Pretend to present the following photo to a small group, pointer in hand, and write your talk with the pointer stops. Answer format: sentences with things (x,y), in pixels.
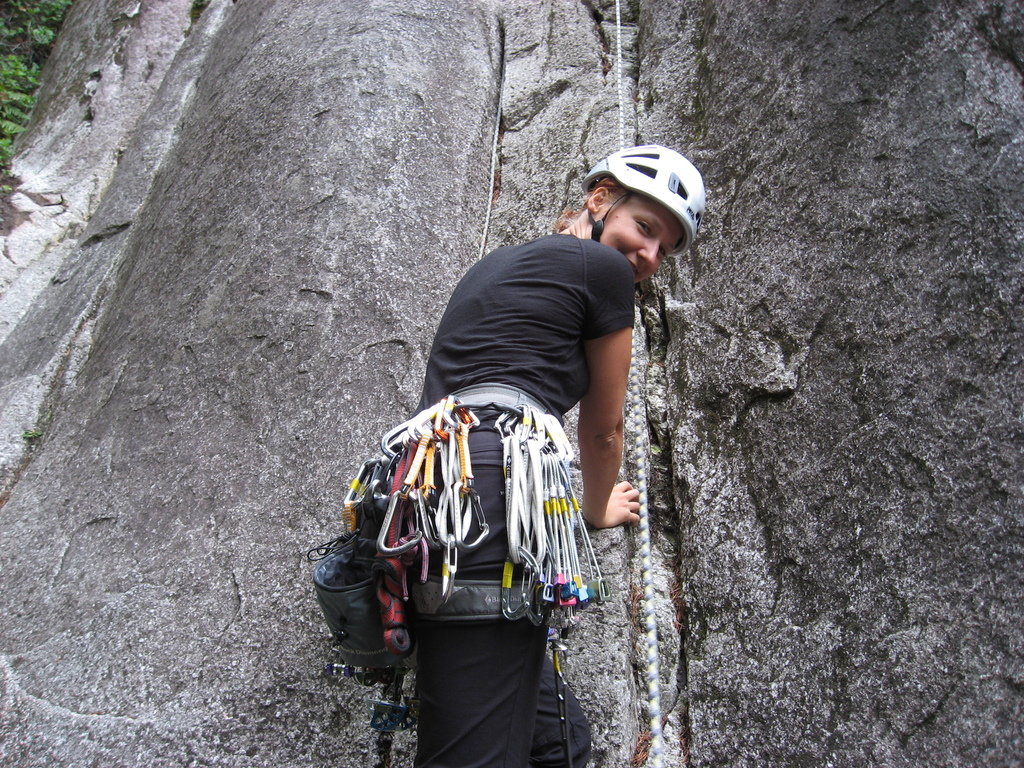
In this image there is a person (531,262) wearing a black shirt (568,264) is standing beside the rock (801,542). She is wearing a helmet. A belt (492,398) is tied to her having few hooks (423,527) to it. Left top there are few plants (21,97).
